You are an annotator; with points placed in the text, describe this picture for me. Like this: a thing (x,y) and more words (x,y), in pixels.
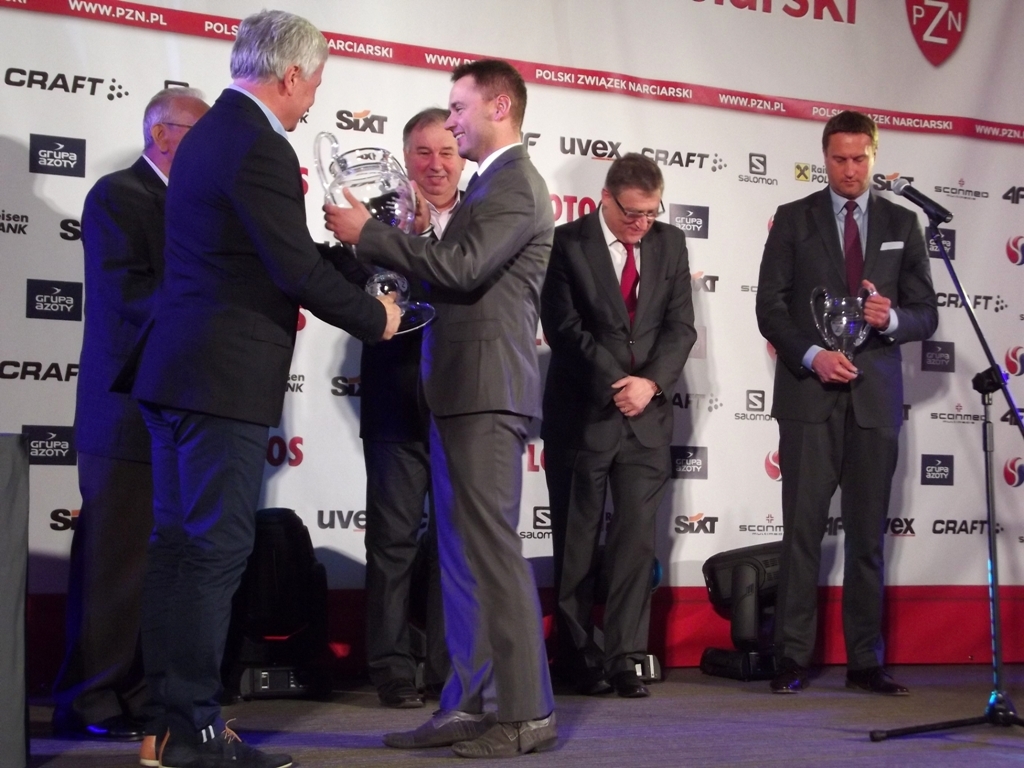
In this image in the center (477,332) there are persons (550,320) standing and smiling. On the right side (940,310) there is a mic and there is a board (644,74) with some text (741,97) written on it and there are objects (325,605) on the floor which are black in colour and in the center (435,282) there are persons (371,268) standing and holding cup (381,201).
